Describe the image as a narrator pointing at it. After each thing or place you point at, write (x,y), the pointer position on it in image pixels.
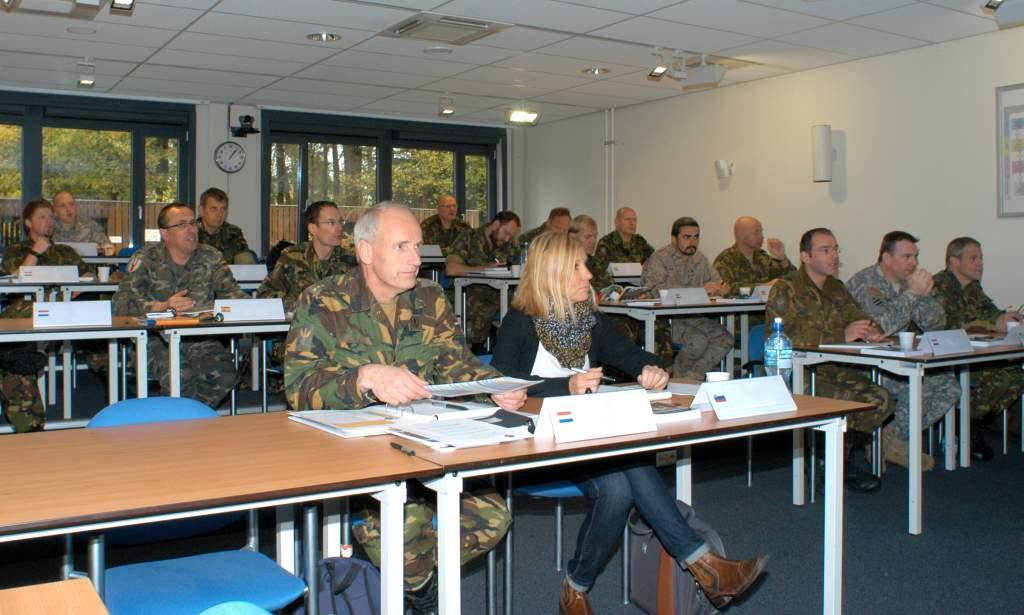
There are group of people (326,262) sitting on the chairs (757,334). This is a table (285,469) with some papers (462,426), books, pen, name board (596,415), water bottle (772,369) and this looks like a tumbler (726,374). I can see bags (359,564) under the table (150,438). This is a chair (164,409) with blue color. At background (228,178) I can see a wall clock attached to the wall (235,190). This is a ceiling rooftop (488,41) with the ceiling lights (526,113). This looks like a photo frame (1000,186) which is attached to the wall (895,171). These are the windows (139,171).
